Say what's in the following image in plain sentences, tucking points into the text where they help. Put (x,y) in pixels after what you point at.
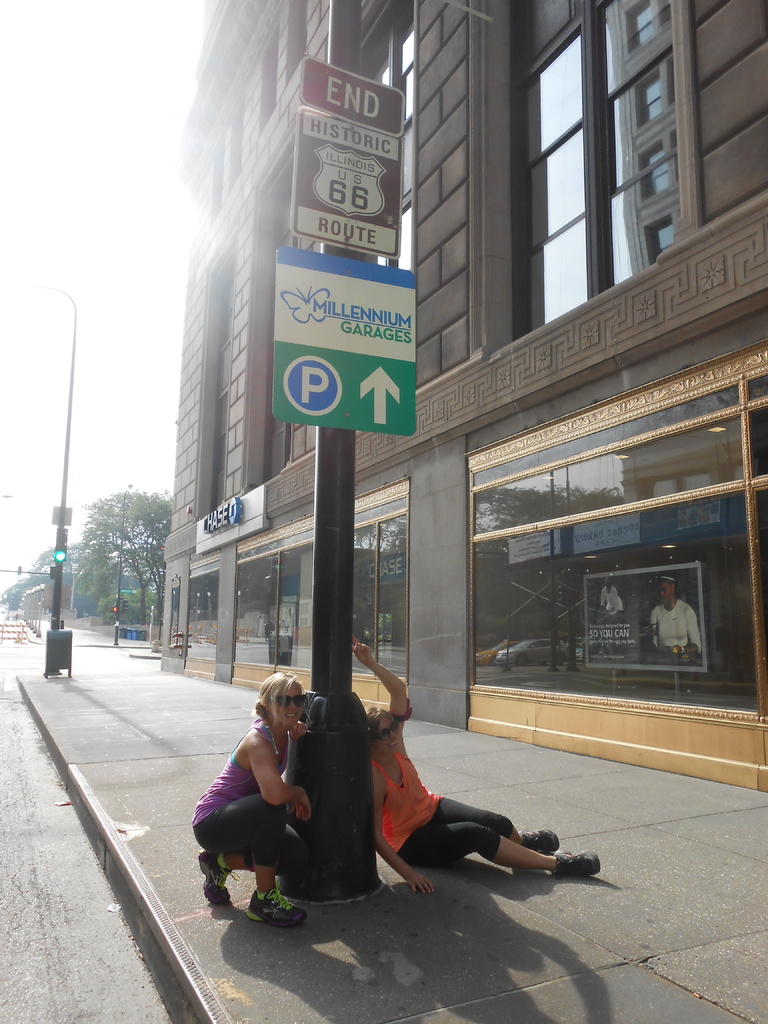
In this image there is footpath (515,796), on that footpath (384,887) there are poles (333,571) and sign boards (346,353), on left side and right side of the pole (330,786) there are two women (305,805) sitting, beside the footpath (482,745) there is a big building (722,228), in the background (134,560) there are trees (148,516).
